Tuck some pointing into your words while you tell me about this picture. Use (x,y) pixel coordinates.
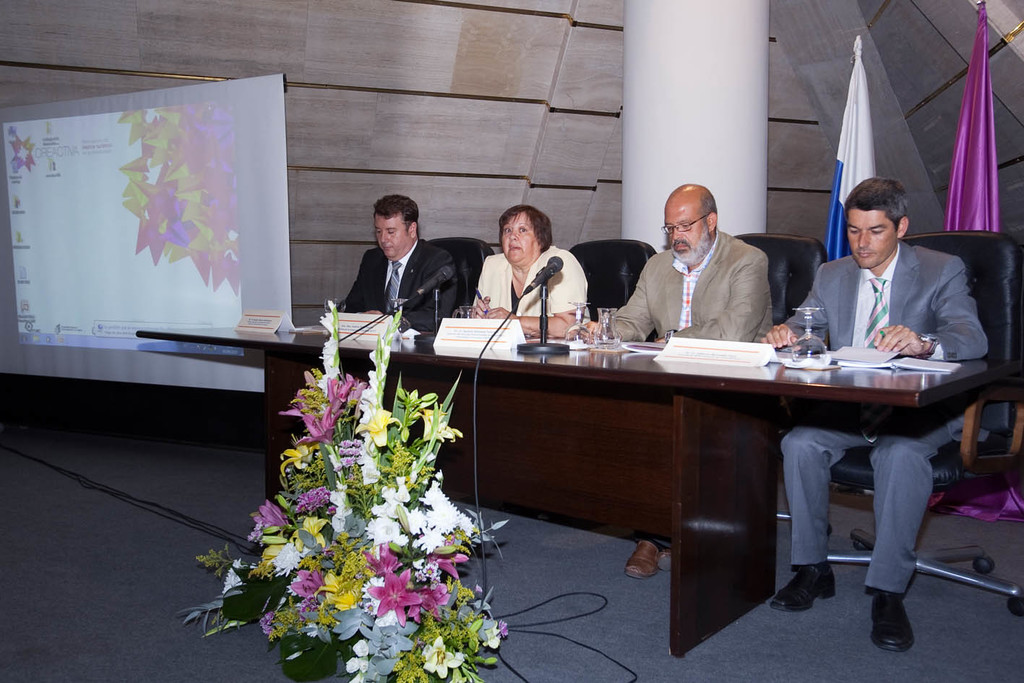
In this image I can see people (734,279) sitting on the chairs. This is a table (705,388). On this table (752,381) I can see a glass (808,338), name boards (480,329), mike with mike stand (544,324) some papers (867,362) on it. This is the flower bouquet (363,527) placed on the floor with the beautiful flowers (338,542). This is a screen (147,234) which is hanged. I can see a pillar (690,108) at the background (696,109) which is white in color. At the right corner of the image (985,136) I can see two flags (978,175) one is violet in color and the other one is white and blue in color. This woman (562,278) is wearing cream colored suit (566,291).
